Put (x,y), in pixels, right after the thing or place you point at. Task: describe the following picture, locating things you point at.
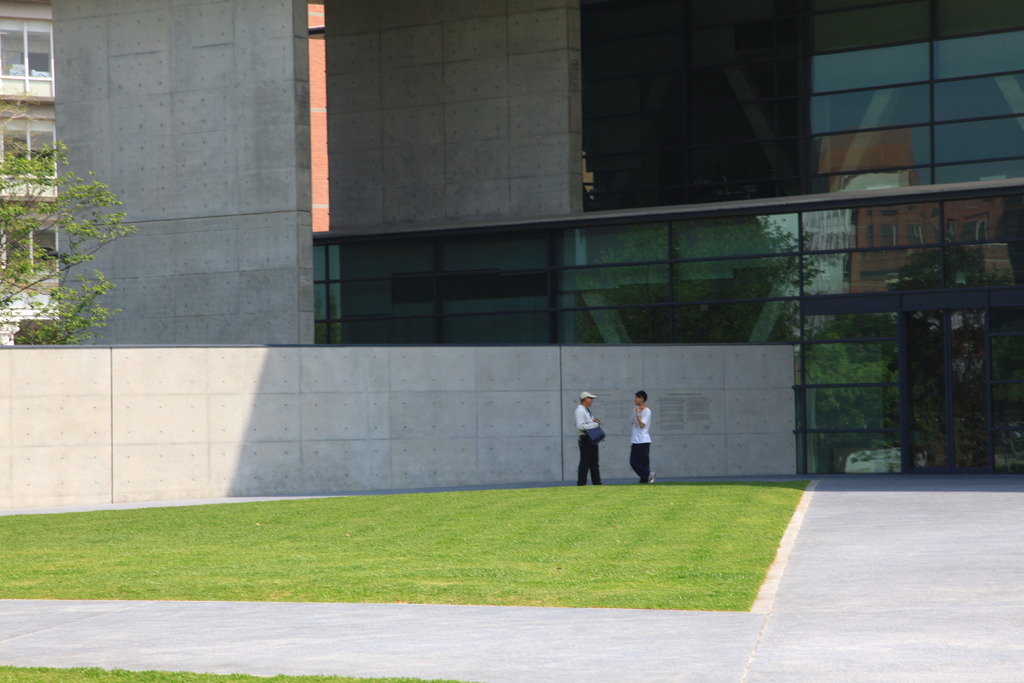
This 2 persons (638,454) are standing on a path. This person (589,430) hold bag (593,429) and wore cap (579,398). The wall (119,412) is in gray color. Far there is a tree (24,266). This building (668,289) is made with glasses (694,246). On this glass (898,225) there is a reflection (835,265) of another building (865,274).
